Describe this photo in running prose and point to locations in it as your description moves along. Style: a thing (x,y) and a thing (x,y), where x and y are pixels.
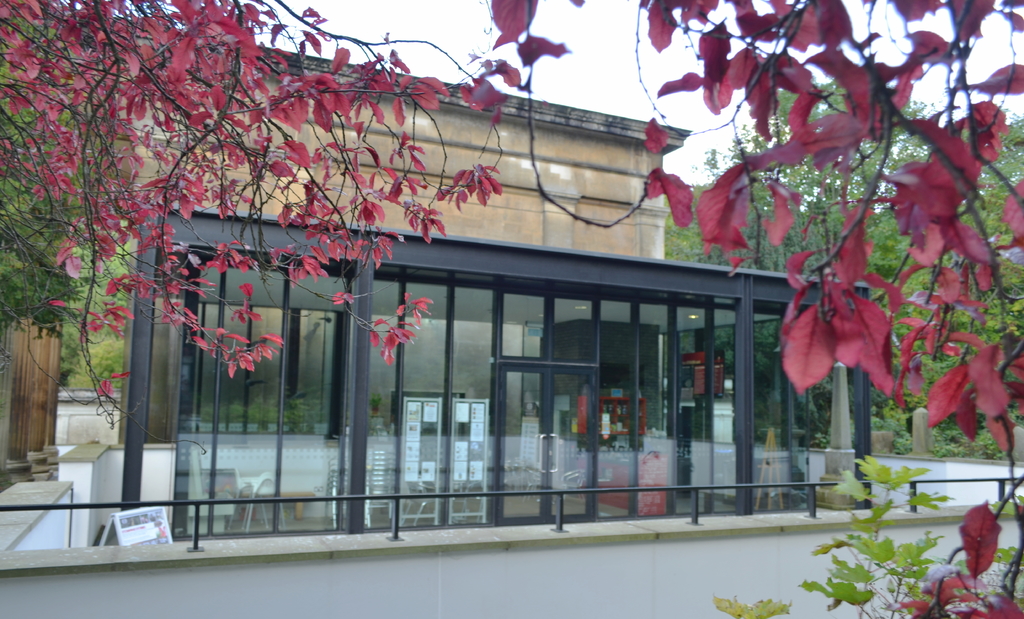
In front of the image there are trees (921,557). There are buildings (733,309). There are glass doors (517,405) through which we can see few objects (456,423). In the background of the image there are trees (822,172). At the top of the image (732,24) there is sky (583,19). On the left side of the image (59,365) there are pillars (21,393).
